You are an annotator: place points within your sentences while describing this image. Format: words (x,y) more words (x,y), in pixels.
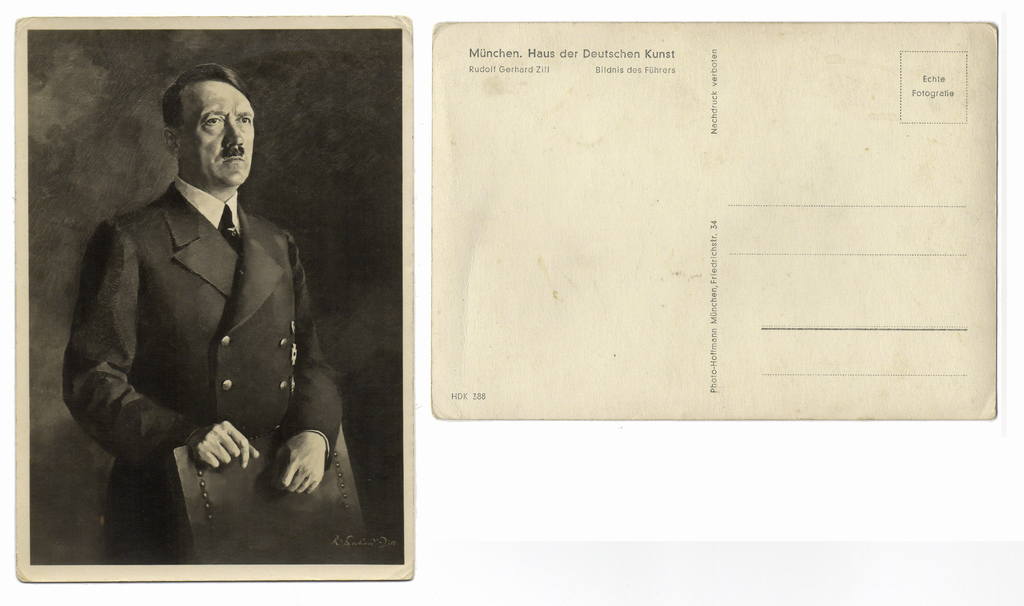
This picture is a black and white image. In this image we can see two photos (777,242), one photo (665,130) with text (492,62) on the right side of the image (745,348), one photo (231,76) with a man (204,93) in a suit (172,349) standing and holding a chair (269,507) on the left side of the image (136,538). The background (80,119) is dark on the left side of the image (130,87) photo.
